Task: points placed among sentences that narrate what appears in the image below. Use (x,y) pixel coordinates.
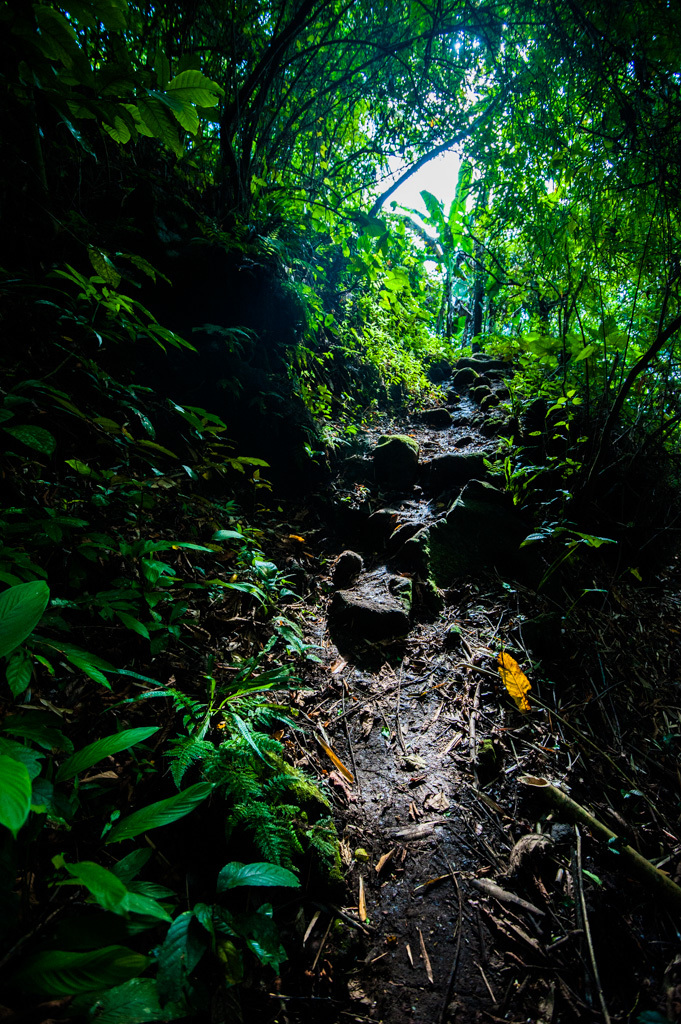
This is a picture taken in the forest (369,420). In the center of the picture (397,437) there are stones (429,475) and debris (525,900). On the left (43,814) there are plants (159,241) and trees (325,167). On the right (659,113) there are plants (606,373) and trees (514,302). In the background (416,248) there are trees (461,203).
